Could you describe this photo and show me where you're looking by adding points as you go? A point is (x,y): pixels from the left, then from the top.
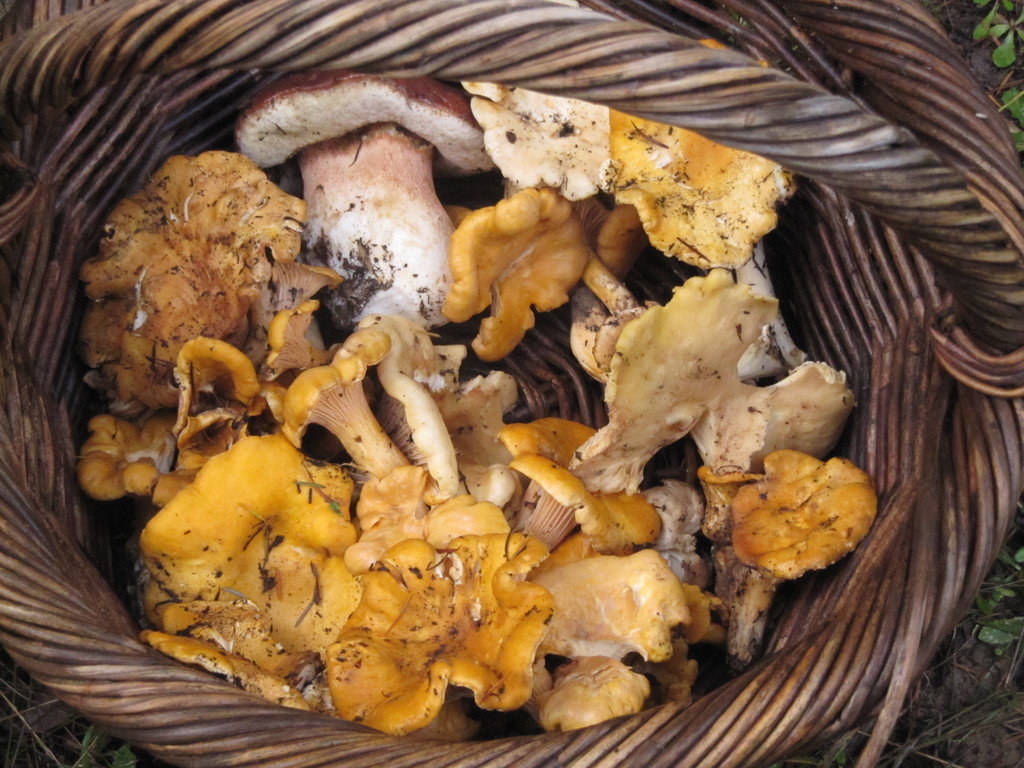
In this image we can see mushrooms (570,432) placed in a basket (782,671).
